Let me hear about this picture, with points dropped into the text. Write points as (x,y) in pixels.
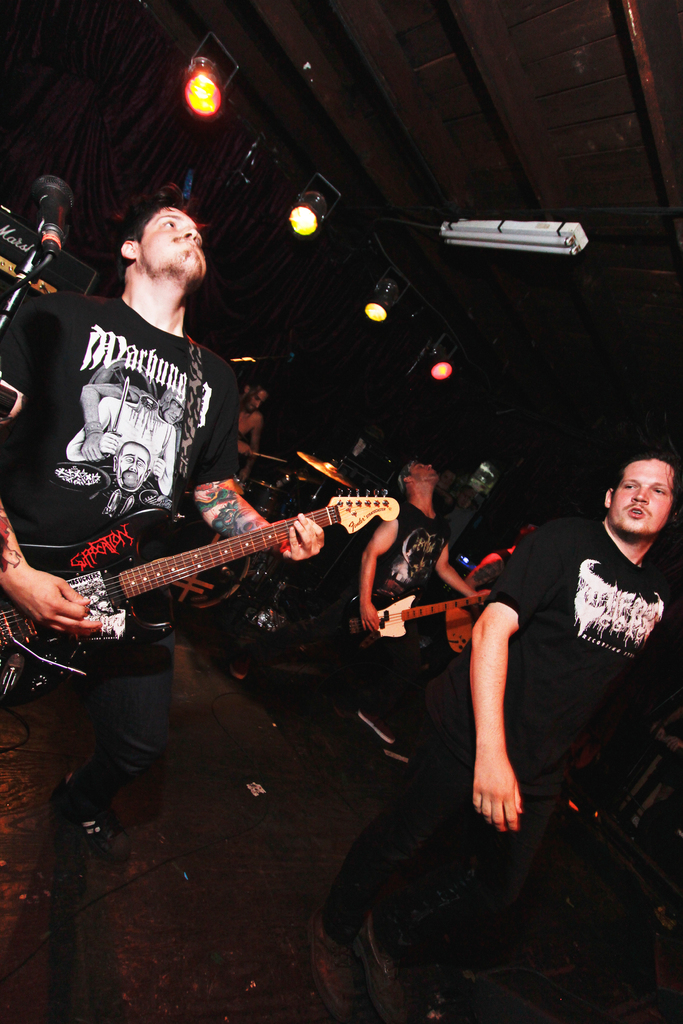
In this image i can see few people (558,597) playing musical instrument (170,562) at the back ground (184,83) i can see few lights (188,86).
